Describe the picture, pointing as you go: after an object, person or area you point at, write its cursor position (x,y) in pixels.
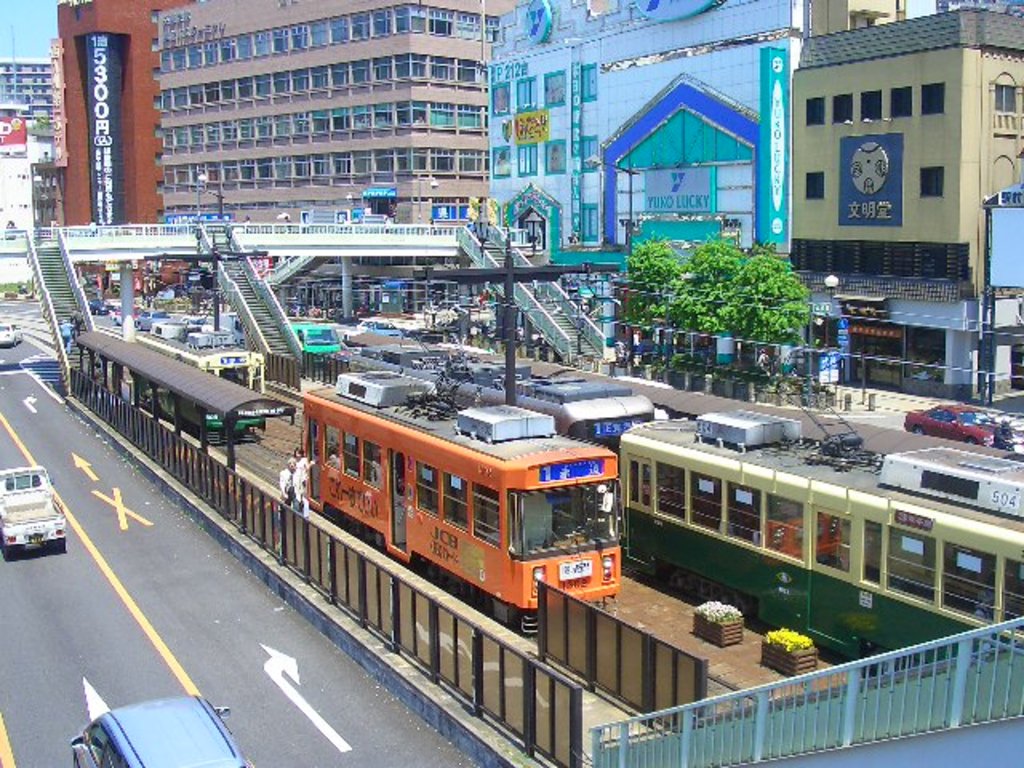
This is the picture of a city (302,309). In this image there are buildings (161,164), trees (703,268) and poles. There are vehicles (47,501) on the road (24,420) and there are trains (536,427) on the railway tracks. There is a bridge (15,234) and there are staircases (530,292). At the top (21,23) there is sky (32,34). At the bottom (243,598) there is a road (231,607).
